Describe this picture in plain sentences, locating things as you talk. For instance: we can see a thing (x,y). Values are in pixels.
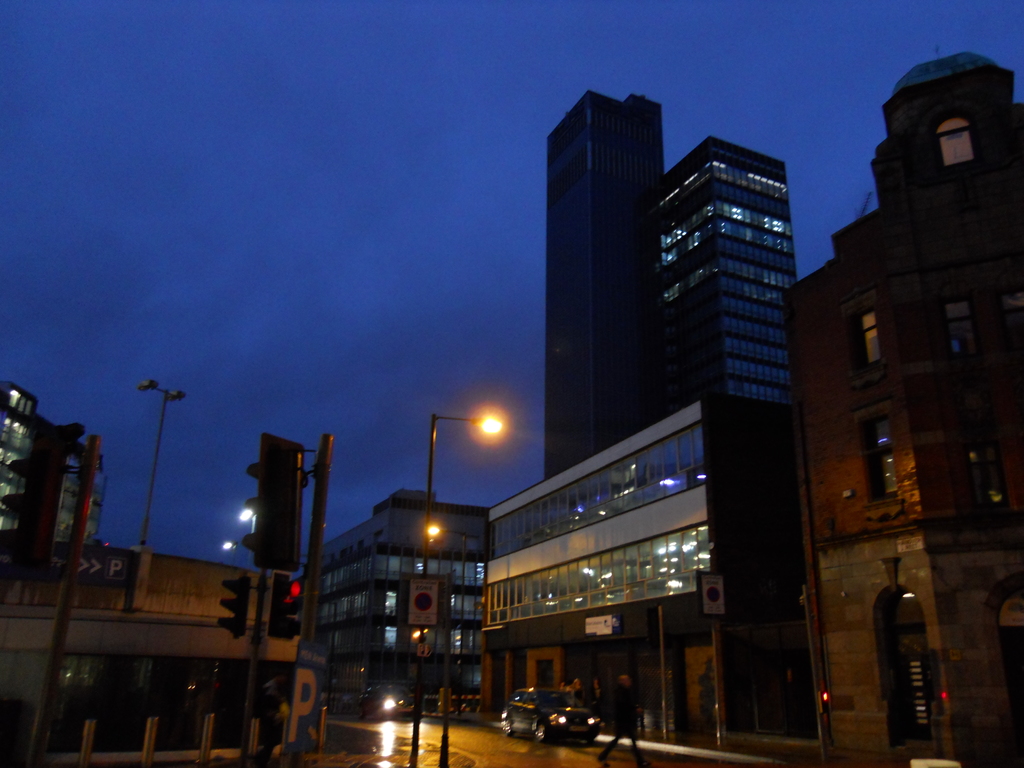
In this image we can see skyscrapers (760,316), buildings (368,602), traffic poles (311,575), traffic signals (292,614), motor vehicles (547,697), sign boards (428,615), street poles (305,621), street lights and a person (618,738) on the road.
